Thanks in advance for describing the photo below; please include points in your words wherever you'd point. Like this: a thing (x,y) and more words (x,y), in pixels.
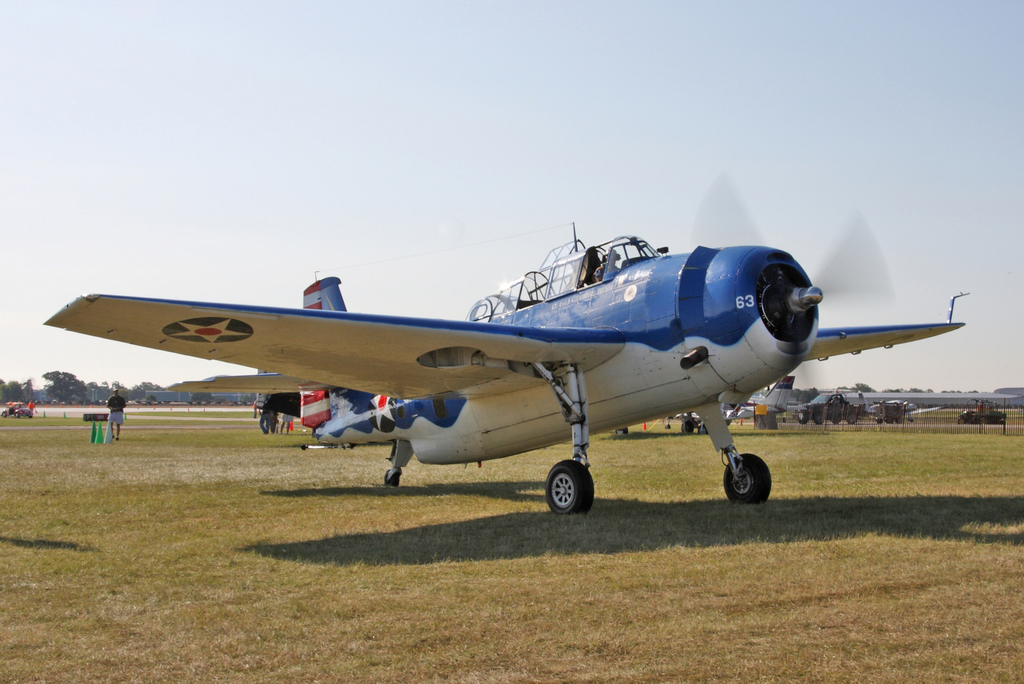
In the center of the image (474,331) we can see an airplane (435,373). In the background of the image (149,386) we can see some persons (261,422), vehicles (855,410), mesh (817,418), divider cones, trees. At the bottom of the image (571,621) we can see the ground (604,591). At the top of the image (583,90) we can see the sky (580,64).
